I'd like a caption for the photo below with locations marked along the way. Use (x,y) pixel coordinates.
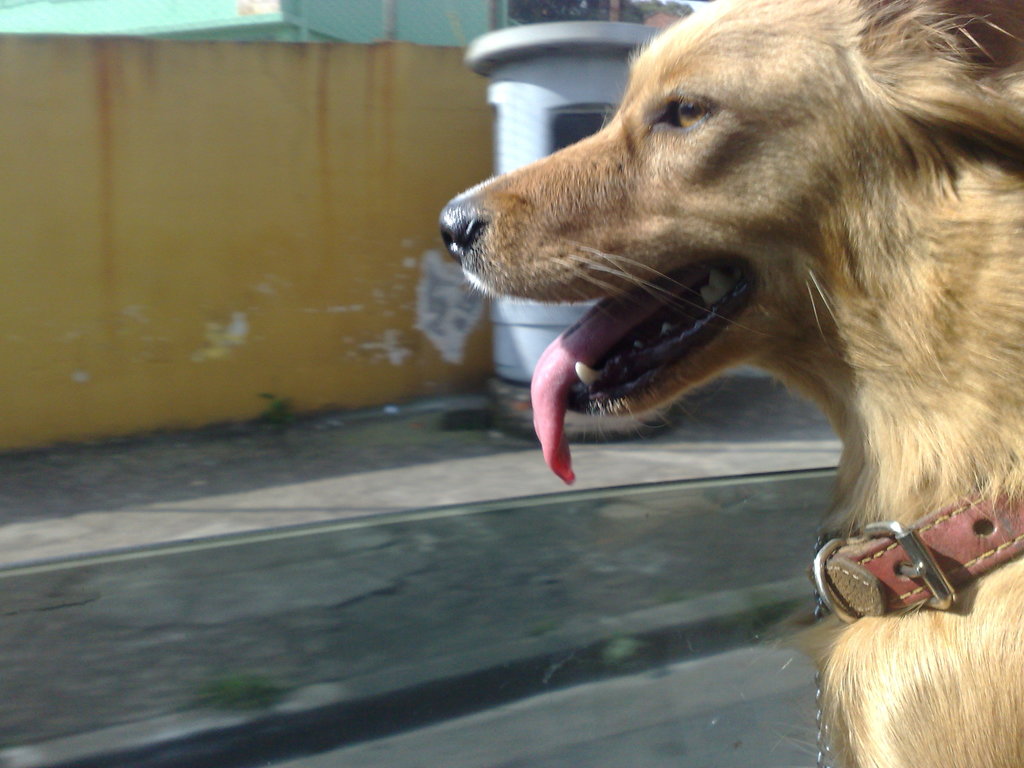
In this image I can see a dog (639,365) in brown color, background (313,265) I can see a wall (365,203) in yellow color and a building (112,19) in green color.
